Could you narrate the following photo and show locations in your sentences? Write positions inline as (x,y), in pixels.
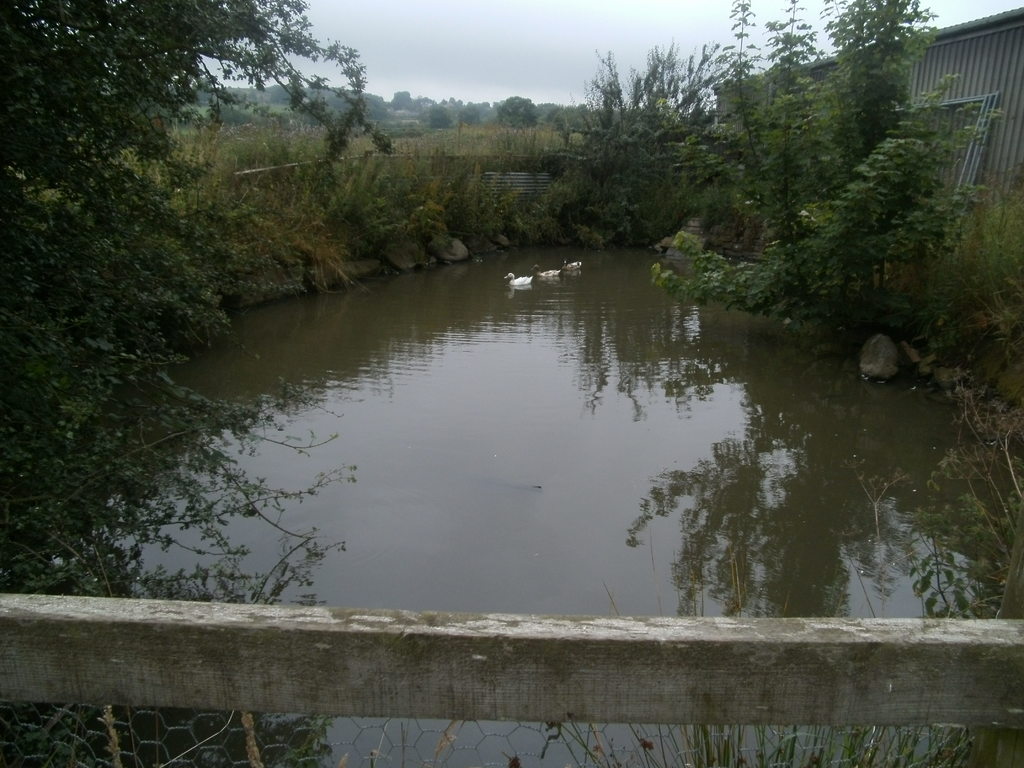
In this image we can see there are ducks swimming on the water (749,414), behind that there is grass (367,197) and trees (74,122).
